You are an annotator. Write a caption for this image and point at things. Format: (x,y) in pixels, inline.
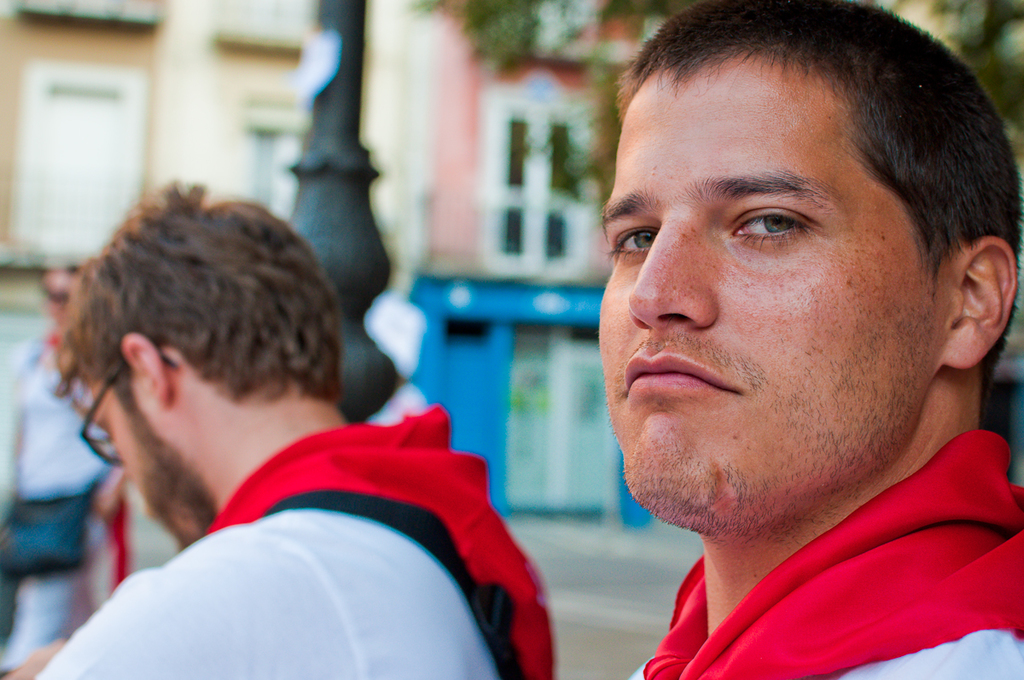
Here we can see two men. In the background (74,528) the image is blur but we can see a person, bag (61,558), windows (502,202), wall (416,168) and a tree (599,83).
